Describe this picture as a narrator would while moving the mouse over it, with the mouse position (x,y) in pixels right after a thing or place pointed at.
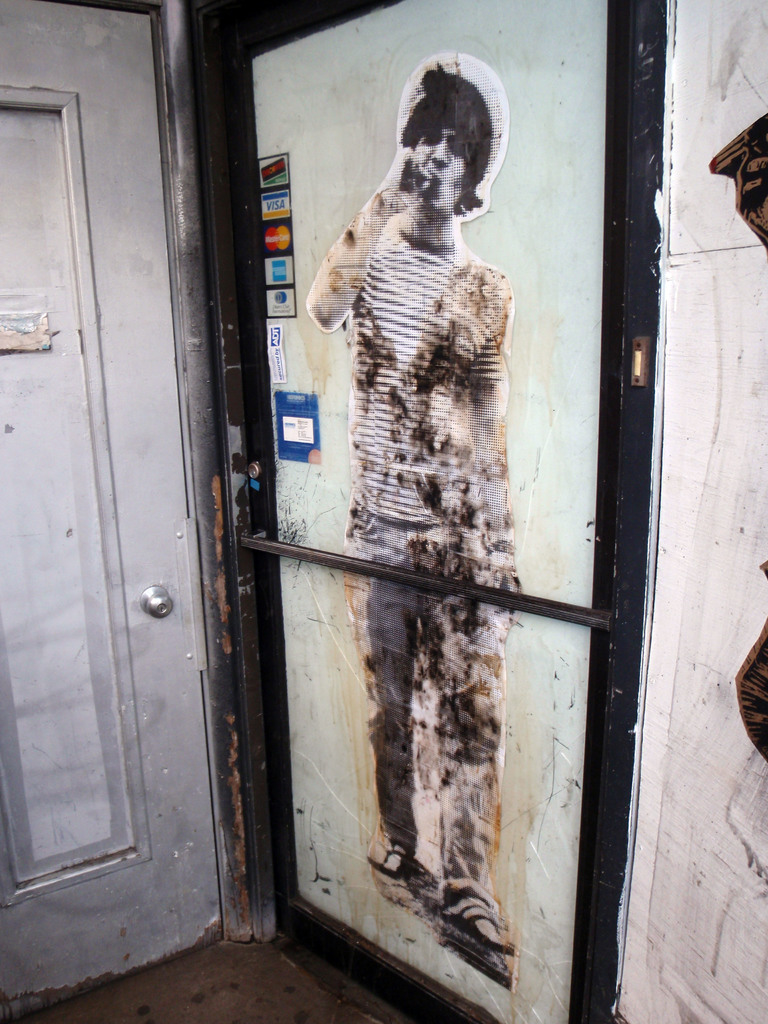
In this picture we can see posters (478,954) on doors (55,301), rod (405,575), door handle (161,612) and the wall (679,472).
